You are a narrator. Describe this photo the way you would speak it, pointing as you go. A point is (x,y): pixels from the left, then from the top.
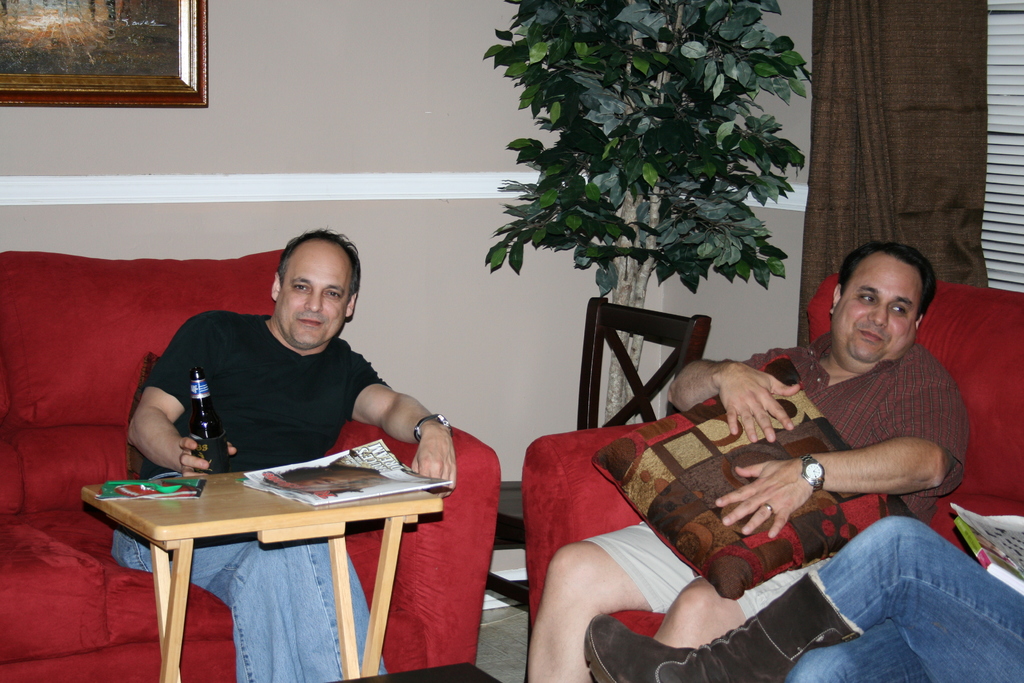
In this image, There are some sofas (474,544) in red color, In the left side (182,608) there is a table (376,508) which is in yellow color on the table (220,495) there are some books (305,490), There is a man (237,440) sitting on the sofa (2,638) he is holding a beer bottle (208,428) which is in black color, In the right side (927,567) there are some people (867,556) sitting on the sofa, In the middle (620,237) there is a green color artificial plant (611,152) there is a wall (296,113) which is in white color and there is a picture (102,65) on the wall (220,74).
